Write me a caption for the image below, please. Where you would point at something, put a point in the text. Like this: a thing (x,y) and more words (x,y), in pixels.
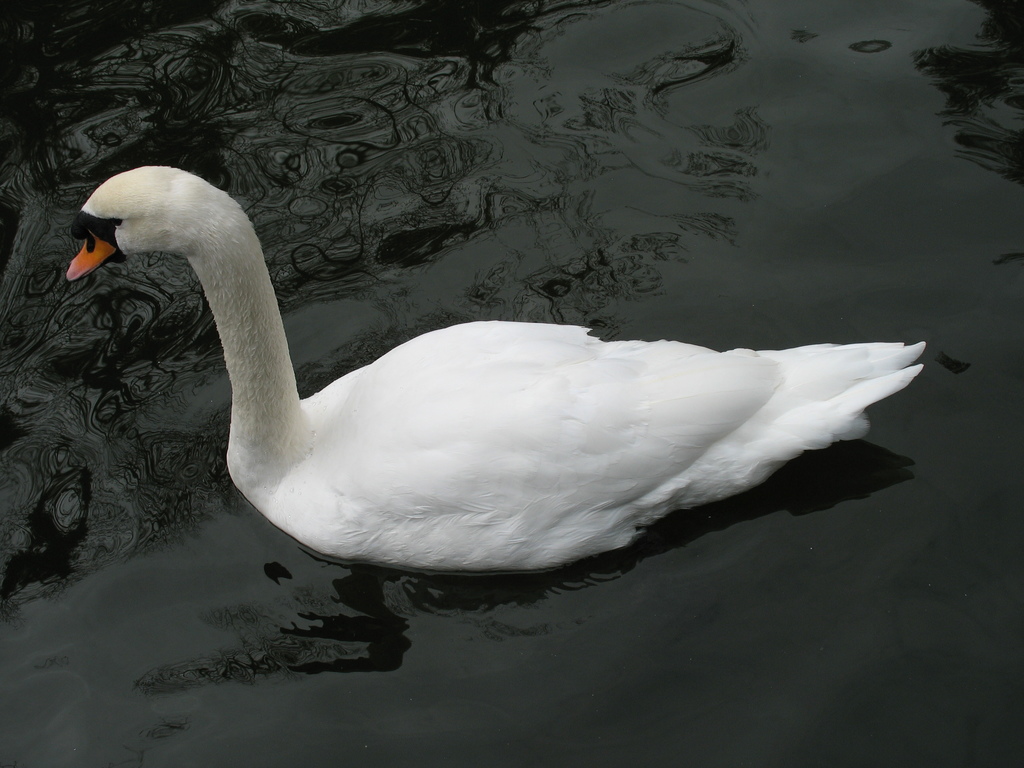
In this image we can see a swan (548,442) on the surface (565,299) of the water (554,615).
